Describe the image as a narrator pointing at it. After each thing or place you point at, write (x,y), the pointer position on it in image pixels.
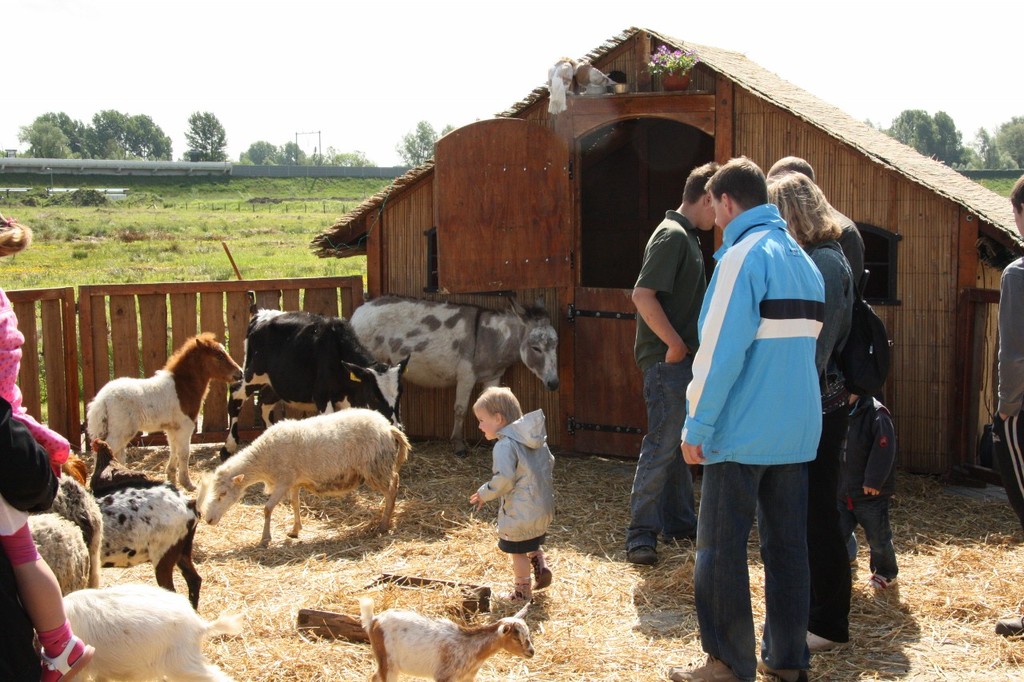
In this image I can see the group of people (662,432) with different color dresses (685,370). I can see one person (827,352) wearing the bag (866,325). To the side of these people (726,373) I can see many animals (202,498), railing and the hut (428,393). These animal (236,419) are in black, white, brown and ash color. On the hut (408,394) I can see the cloth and the flower pot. In the background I can see the train (123,167), many trees (60,131) and the sky (349,54).
